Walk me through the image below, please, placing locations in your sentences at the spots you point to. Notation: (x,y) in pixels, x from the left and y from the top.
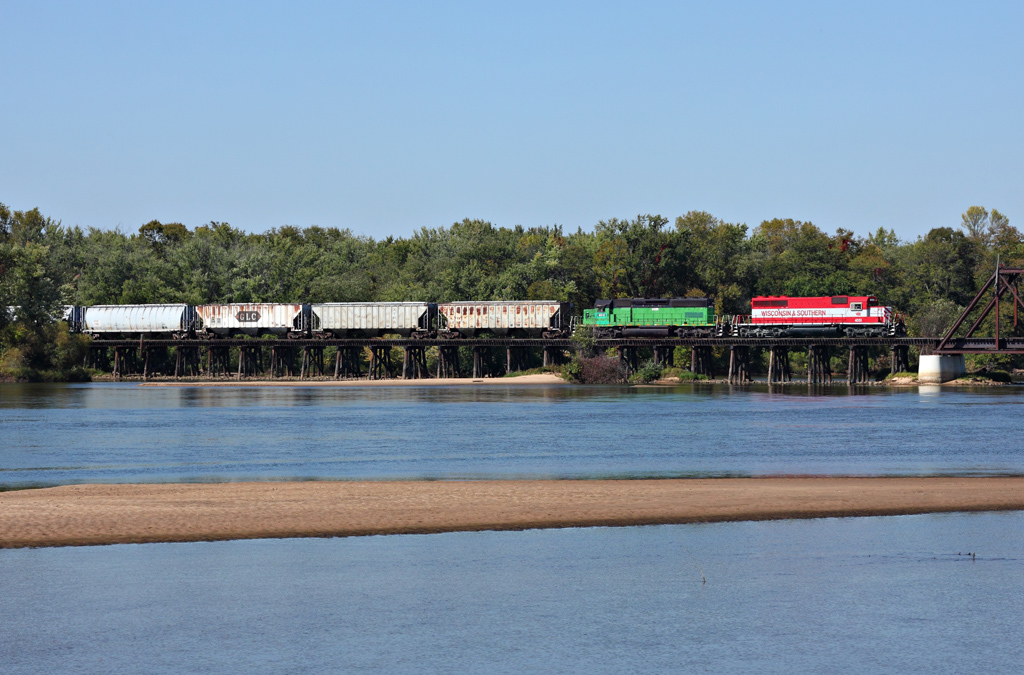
In the center of the image (539,343), we can see a bridge (525,340) and there is a train (608,327) on the track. In the background (450,251), there are trees (454,278) and we can see rods (999,310). At the top (433,144), there is sky (446,227) and at the bottom (515,478), there is water (279,542) and ground (15,545).
